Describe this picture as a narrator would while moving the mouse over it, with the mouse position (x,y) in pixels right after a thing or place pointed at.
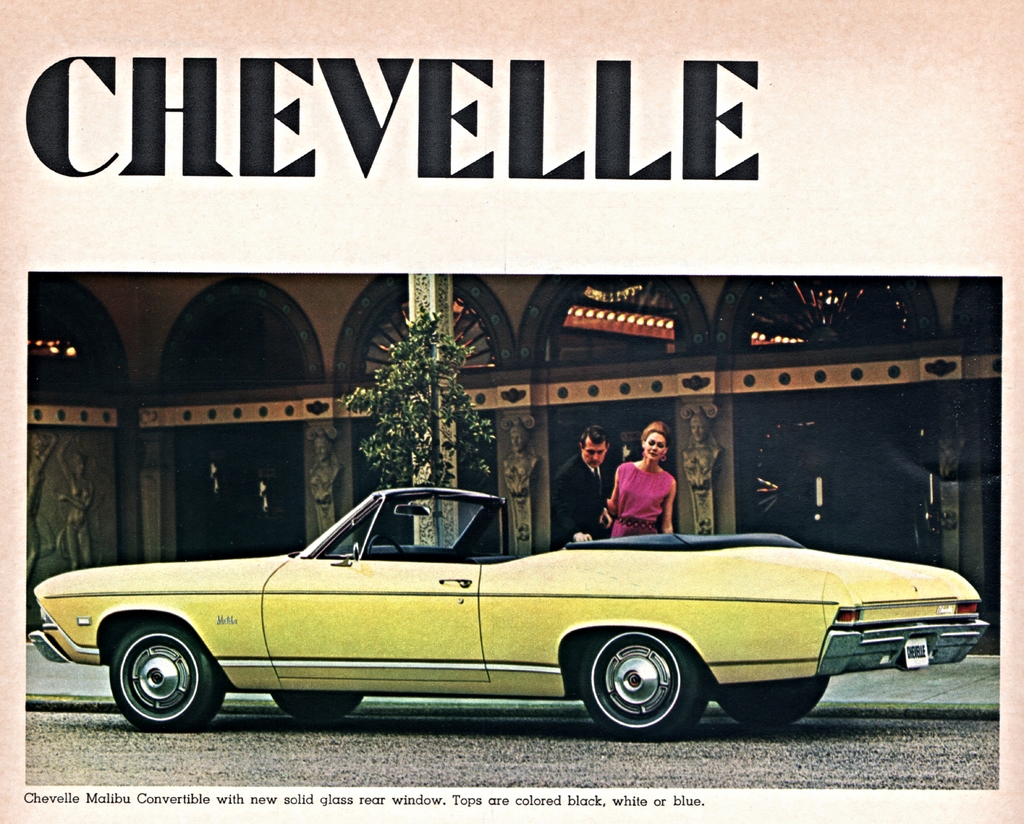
In this image we can see a man (596,435) and a woman (624,484) standing on the road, motor vehicle (511,603), plant (447,444) and a building (536,390).
